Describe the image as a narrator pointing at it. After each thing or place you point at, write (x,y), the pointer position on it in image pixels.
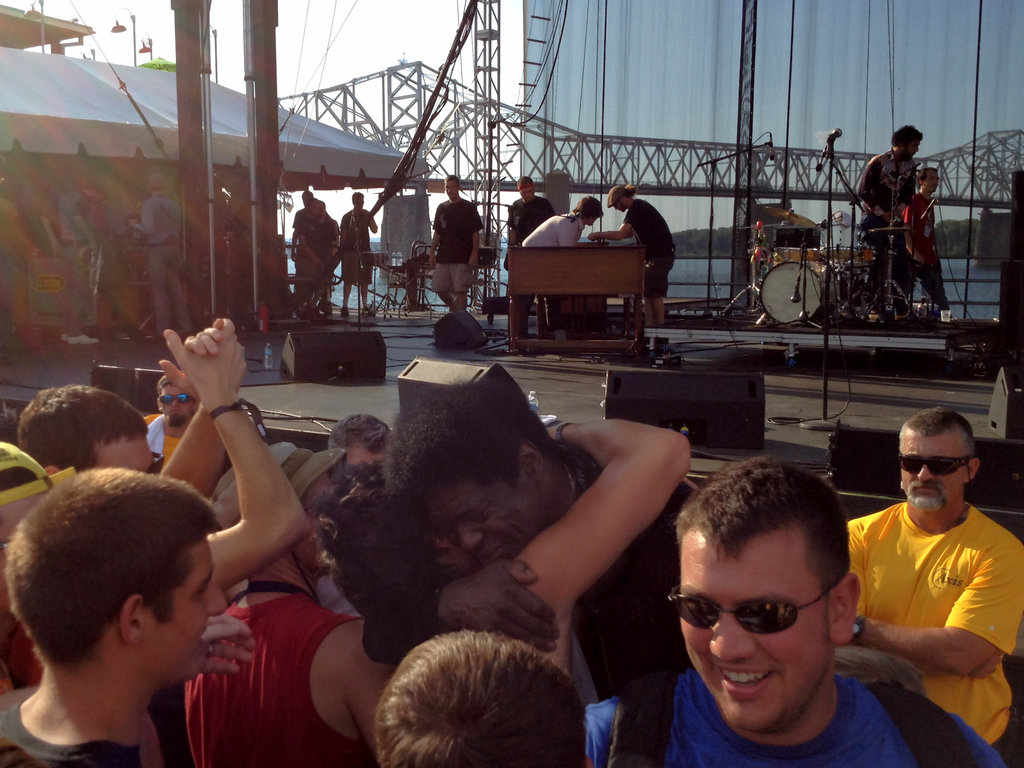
In the picture we can see some people (625,630) are standing on the path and one person (797,575) is laughing and one person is clapping and a man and a woman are hugging each other and behind them we can see a stage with some people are standing and we can see an orchestra (911,285) and beside it we can see a bridge (355,90) on the water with railings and beside it we can see a shed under it also we can see some people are standing and behind it we can see a part of the sky (356,40).
